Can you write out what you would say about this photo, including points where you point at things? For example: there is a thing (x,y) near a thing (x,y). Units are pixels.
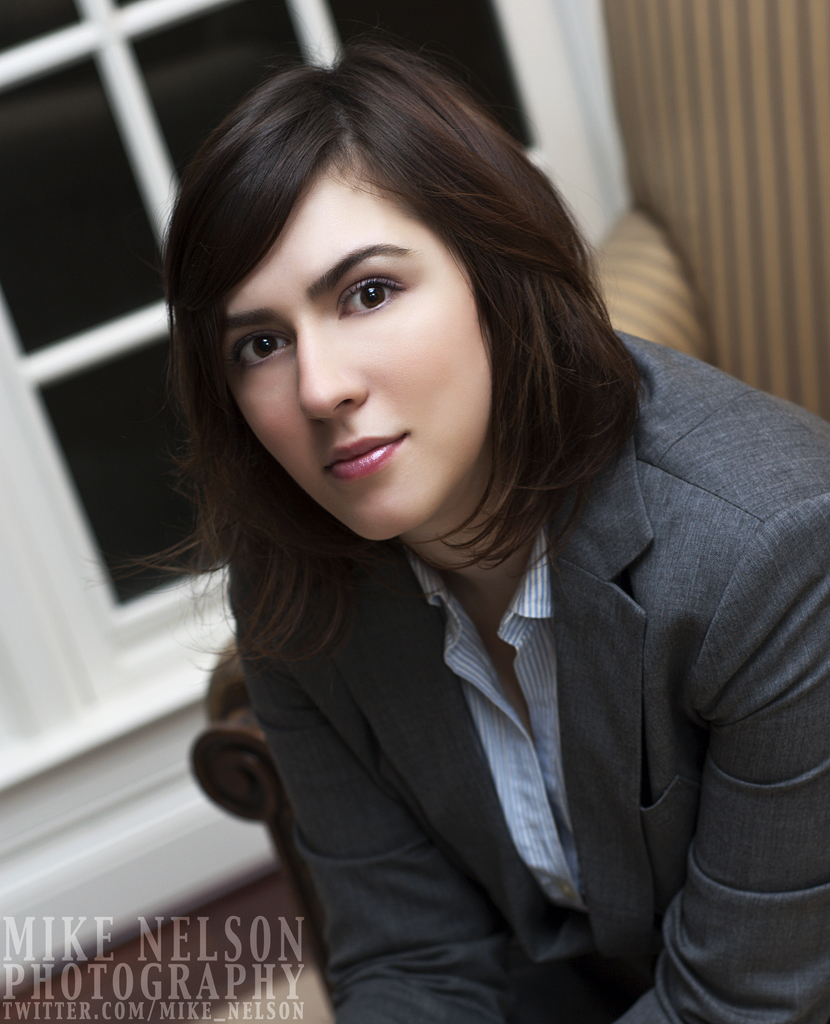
There is a woman (547,428). In the back (61,364) there is a window (110,280). Also there is a watermark (92,955) in the left bottom corner (167,976).
